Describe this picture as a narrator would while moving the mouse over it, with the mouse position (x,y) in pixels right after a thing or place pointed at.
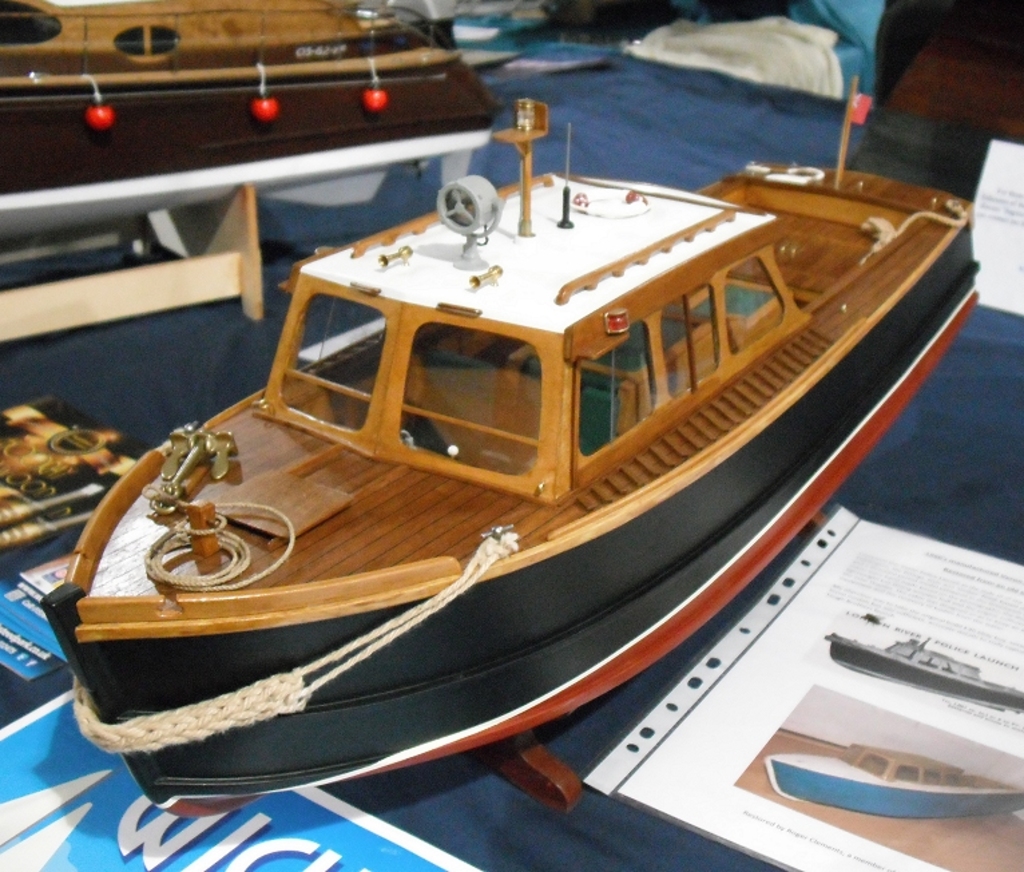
At the bottom of the image (469,823) there is a table (471,822) and we can see toy ships (309,580), paper (958,724) and a book (11,580) placed on the table (937,483).
